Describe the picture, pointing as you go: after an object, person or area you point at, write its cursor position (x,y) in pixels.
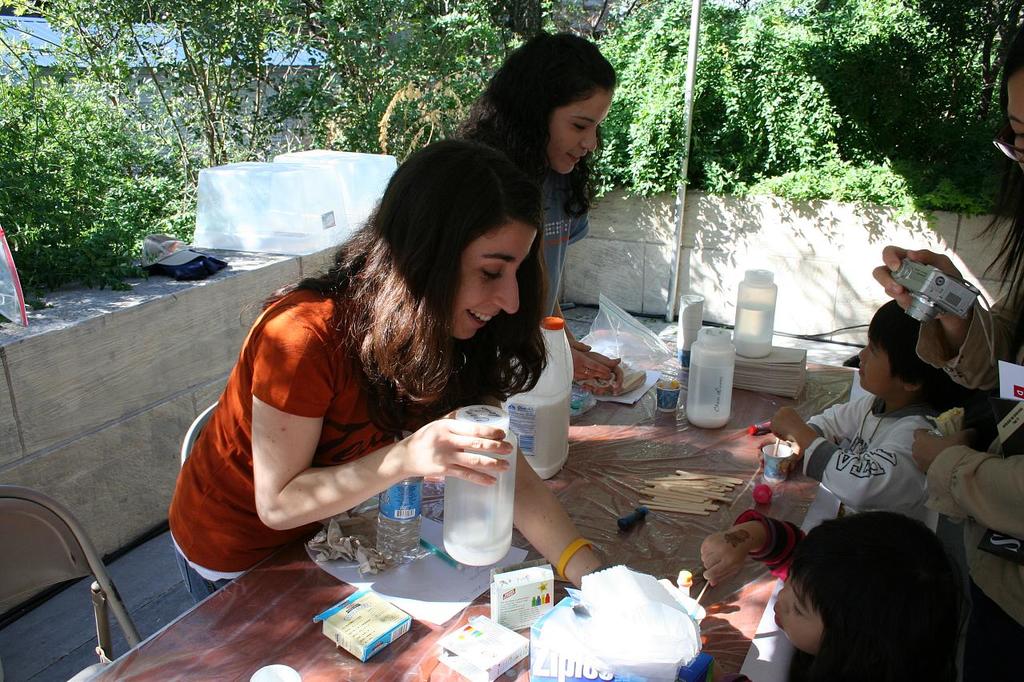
There are two girls (487,252) standing in front of a table (599,426). Two children (857,548) sitting in front of a table (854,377) in the chairs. One girl (891,285) is taking a pictures with camera (929,299). On the table (708,476) there are some craft items (504,613). In the background (690,101) there is a pole (690,101) and some trees (766,63) here.
